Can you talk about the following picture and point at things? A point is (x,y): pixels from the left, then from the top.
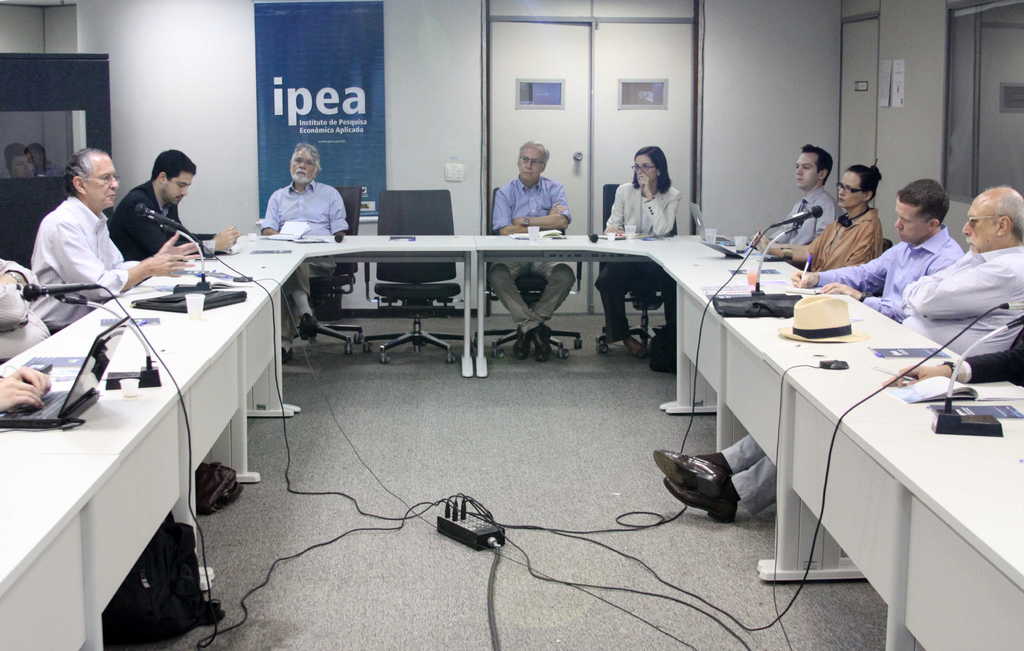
This picture shows an meeting room (752,639) where all the people (295,156) Seated on the chairs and we see a laptop (65,420) and a person (93,268) speaking with the help of a microphone (143,213) and we see a poster (323,2) on the wall (387,26) and few glasses (709,237) on the table (705,262).
